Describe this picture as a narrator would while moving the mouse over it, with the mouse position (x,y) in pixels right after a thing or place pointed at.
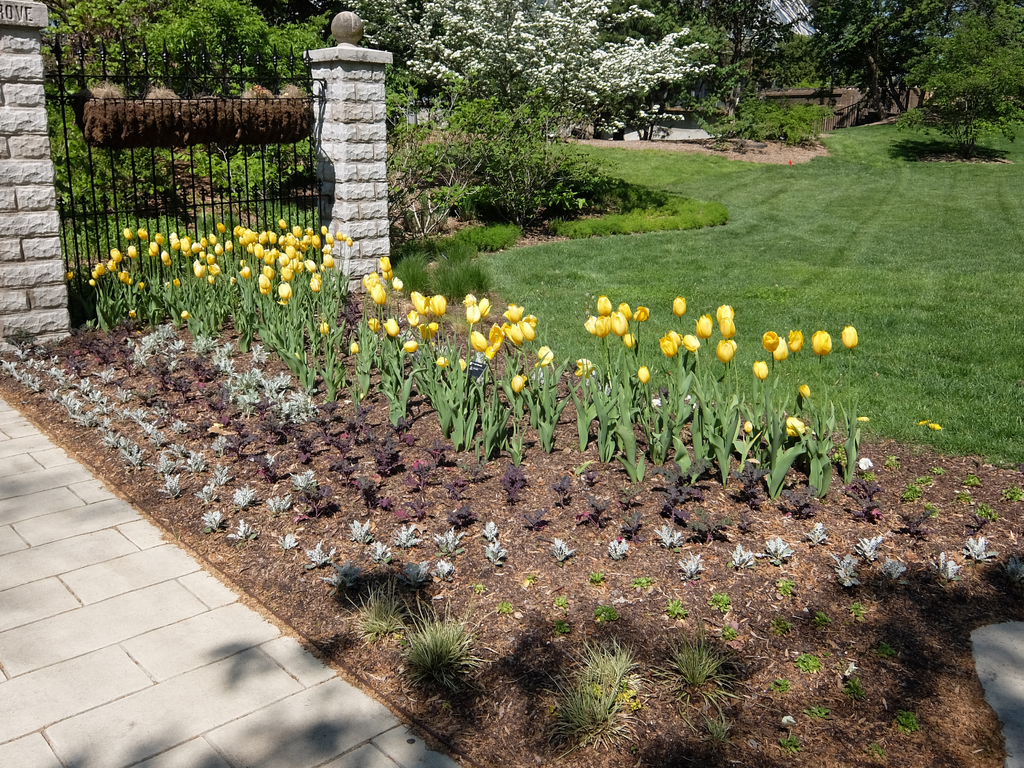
In the image the land (404,460) is covered with flower plants (694,358), grass (1020,387) and trees (501,66), on the left side (56,188) there is a fence (207,185).
